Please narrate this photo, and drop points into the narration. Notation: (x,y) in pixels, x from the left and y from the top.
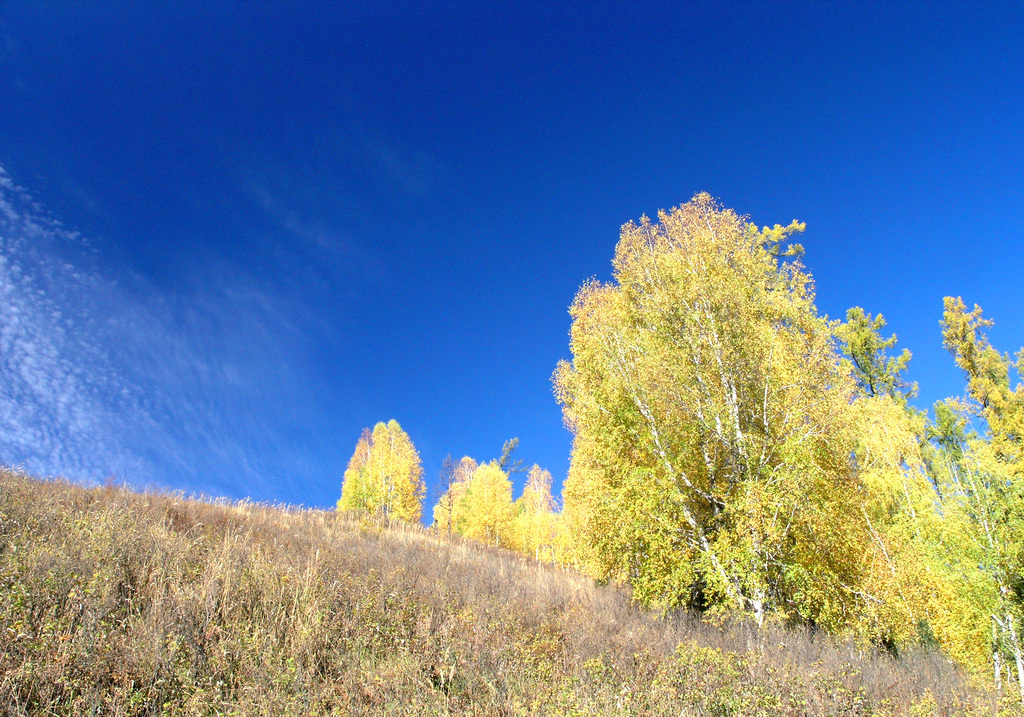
In this picture we can see trees (618,467) and in the background (350,186) we can see the sky (560,279).
